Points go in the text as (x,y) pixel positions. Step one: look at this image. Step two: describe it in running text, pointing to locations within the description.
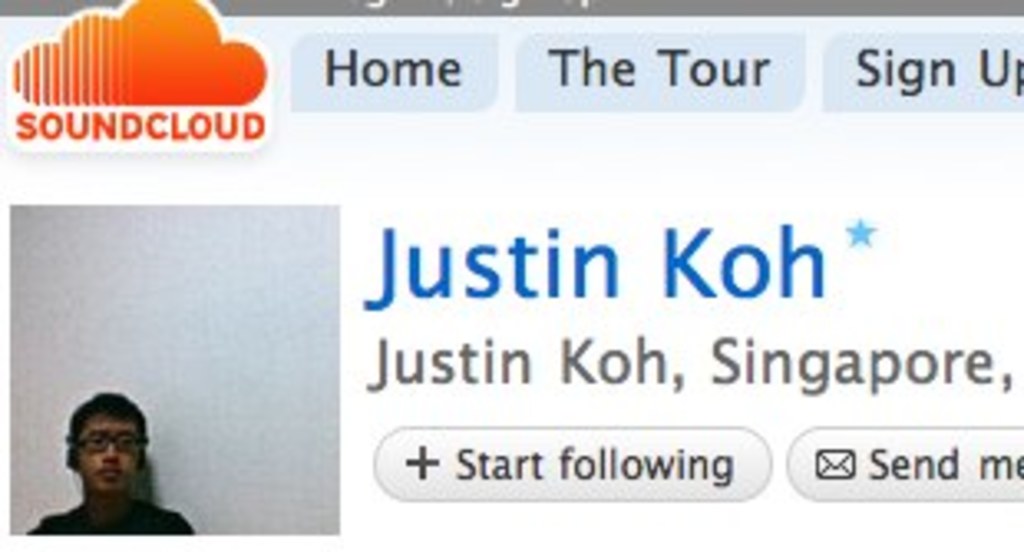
In this image at the bottom left hand corner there is a boy (105,392), at the top left hand corner (172,6) there is a Soundcloud logo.
